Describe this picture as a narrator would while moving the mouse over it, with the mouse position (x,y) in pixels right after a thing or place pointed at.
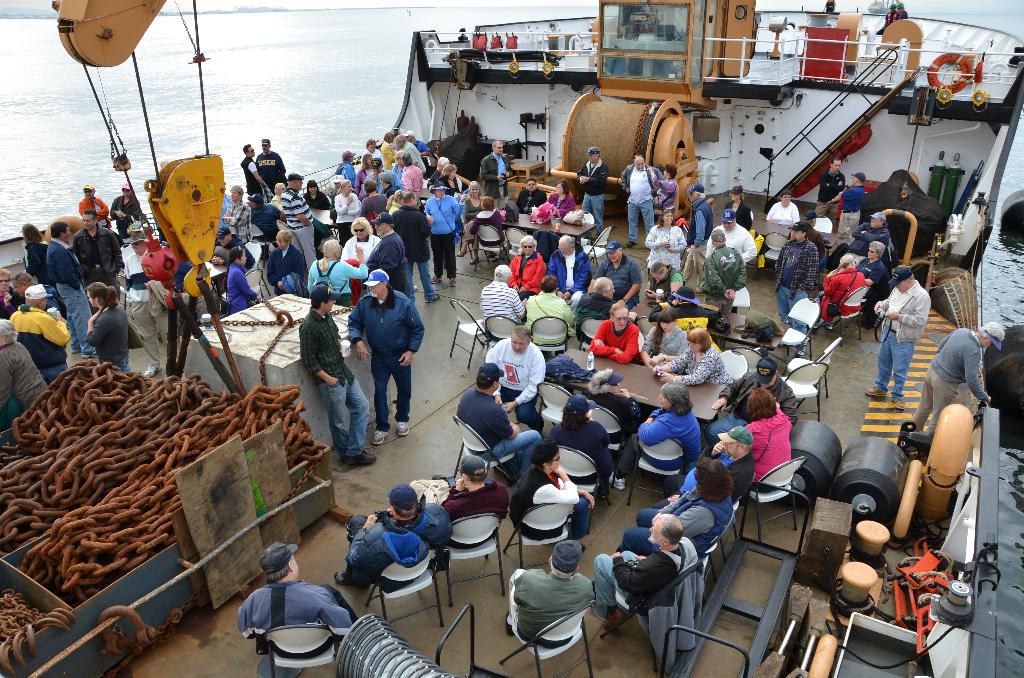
In the image there are many people (666,224) standing and sitting around table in a ship (538,81), there are chains (71,463) on the left side (142,441) with a crane (118,23) hanging above, the ship (213,167) is in the ocean (288,102).
